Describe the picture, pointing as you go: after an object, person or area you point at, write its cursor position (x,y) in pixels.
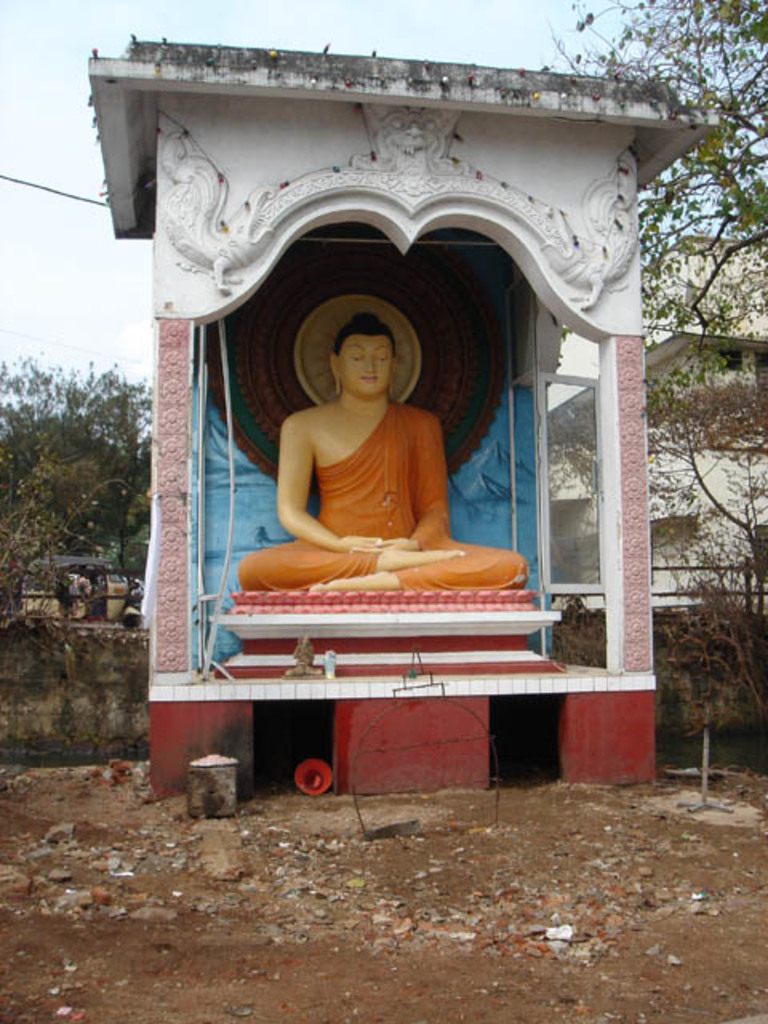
Here we can see a statue (455,588). Background (72,440) there are trees (89,480), vehicle (95,588) and building (720,427).
